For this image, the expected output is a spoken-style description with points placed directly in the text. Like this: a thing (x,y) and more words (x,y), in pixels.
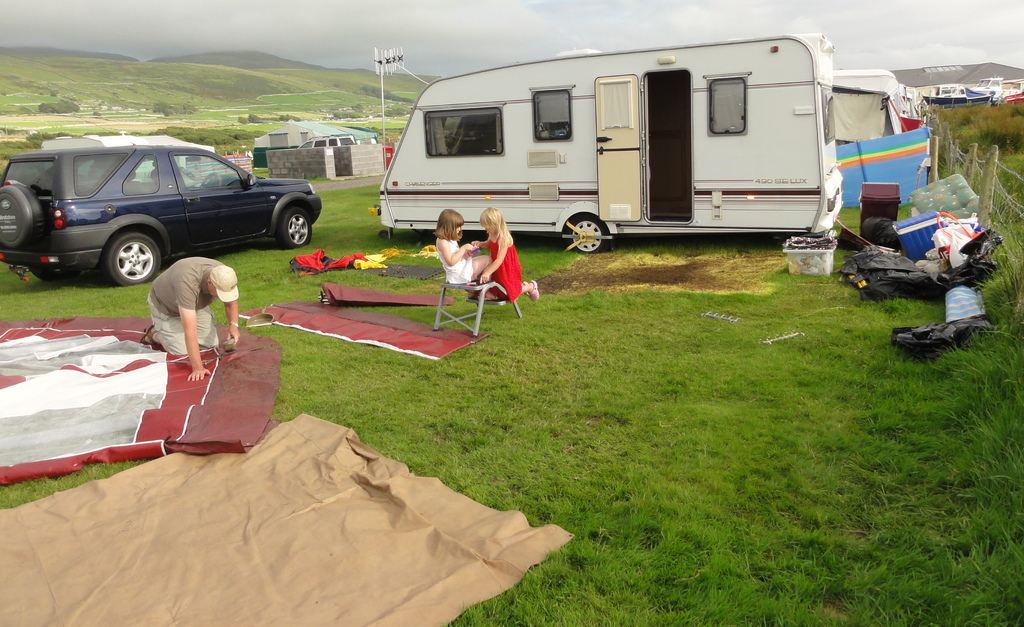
This image consists of three persons (196,263). At the bottom (230,437), there are mats (442,620) on the green grass (485,416). In the front (457,169), we can see a caravan (480,203) and a car (238,214). On the right (933,150), there is a fencing (968,170). In the background (232,86), there are mountains (336,77). At the top (351,49), there are clouds (372,48) in the sky (344,47).
